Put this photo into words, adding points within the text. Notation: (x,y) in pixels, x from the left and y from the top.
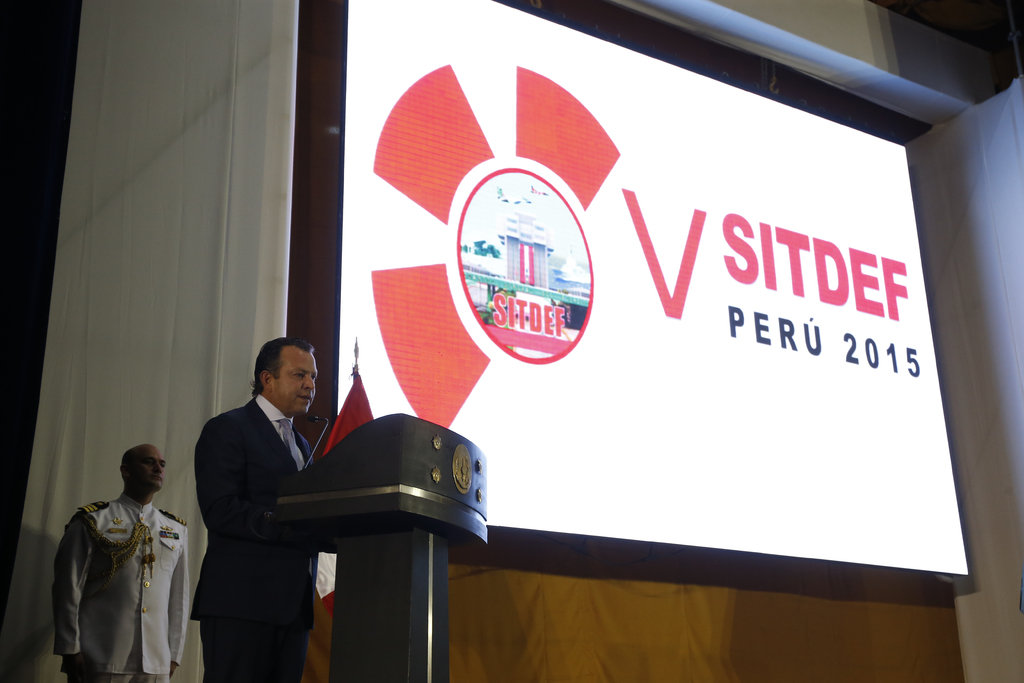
On the left side (259,595) bottom, we can see two persons (275,523). Here a person (264,528) is standing near the podium (373,502). Background (619,458) we can see curtains (166,418), flag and screen (585,468). On this screen (817,370), we can see text (866,284) and building (521,287).
